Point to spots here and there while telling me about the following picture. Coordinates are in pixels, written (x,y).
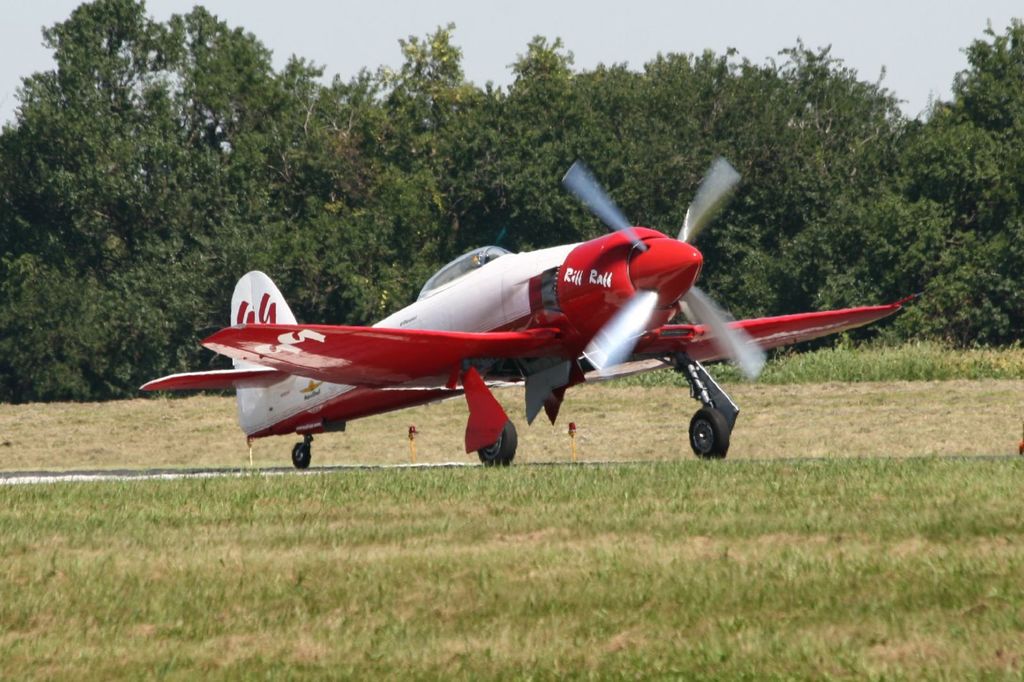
In the center of the image (361,361) we can see a plane (250,324). At the bottom (373,547) there is grass (334,576). In the background (368,224) there are trees (565,91) and sky (511,74).
